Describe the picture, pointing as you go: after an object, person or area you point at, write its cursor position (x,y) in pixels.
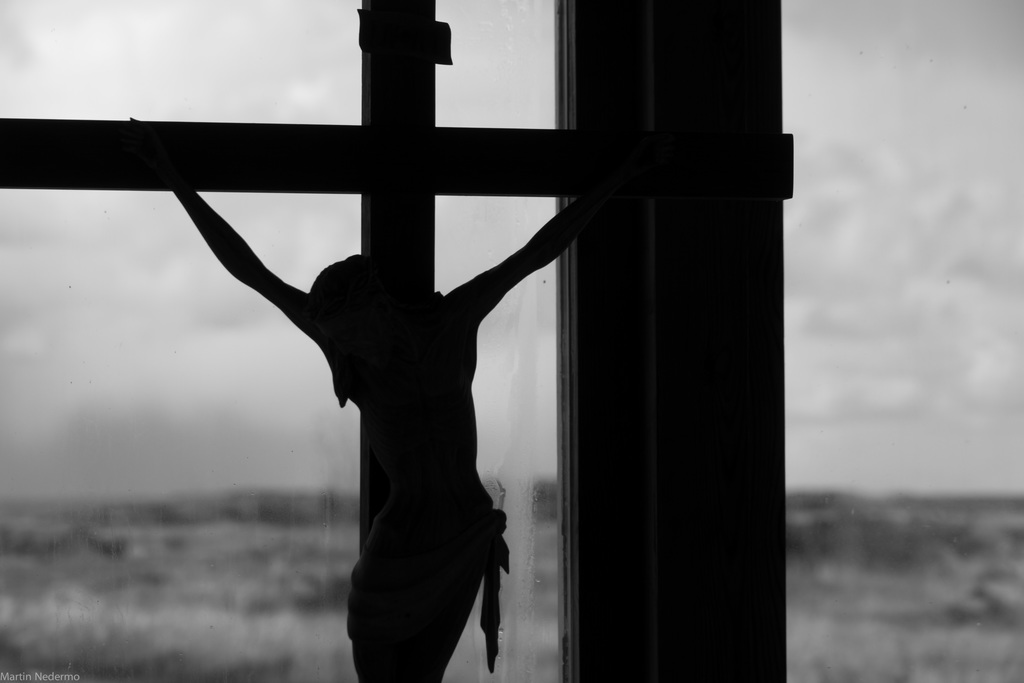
In the image we can see there is a statue of jesus christ (407,407) hanged to the cross (427,172) kept in front (374,571) and behind there is a window (112,298). The image is in black and white colour.
